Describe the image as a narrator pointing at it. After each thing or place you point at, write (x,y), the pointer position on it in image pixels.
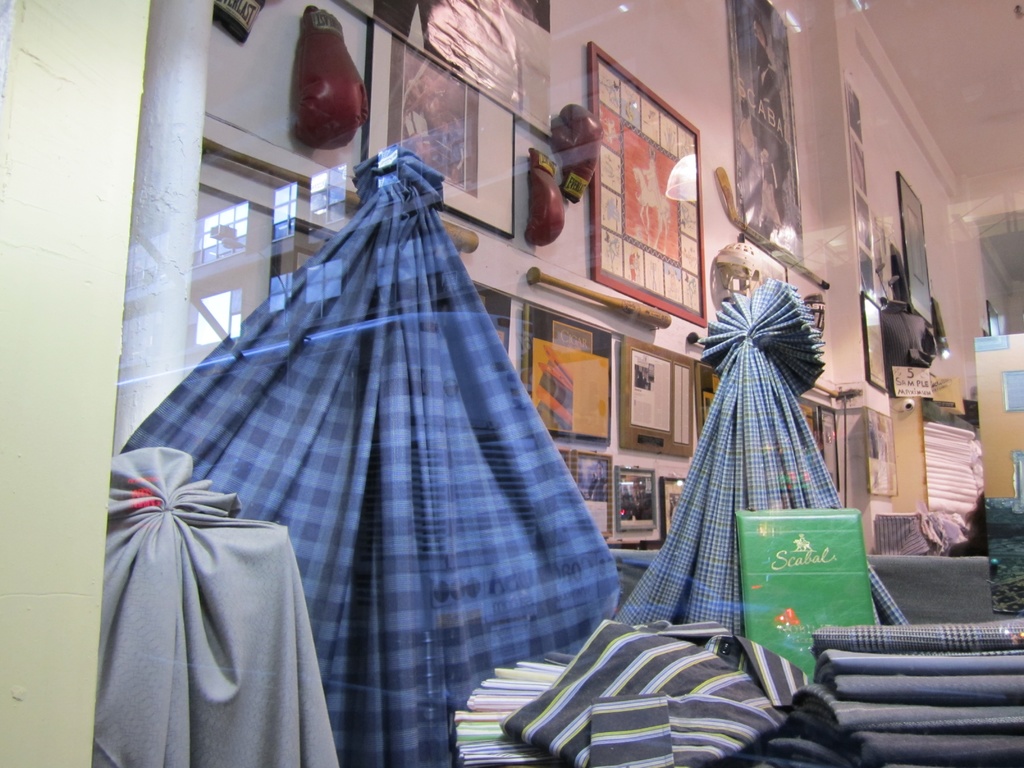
In this picture we can see glass (587,258), through glass (909,622) we can see clothes (460,540), frames (641,228) on the wall (555,72), gloves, board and objects (843,390).
